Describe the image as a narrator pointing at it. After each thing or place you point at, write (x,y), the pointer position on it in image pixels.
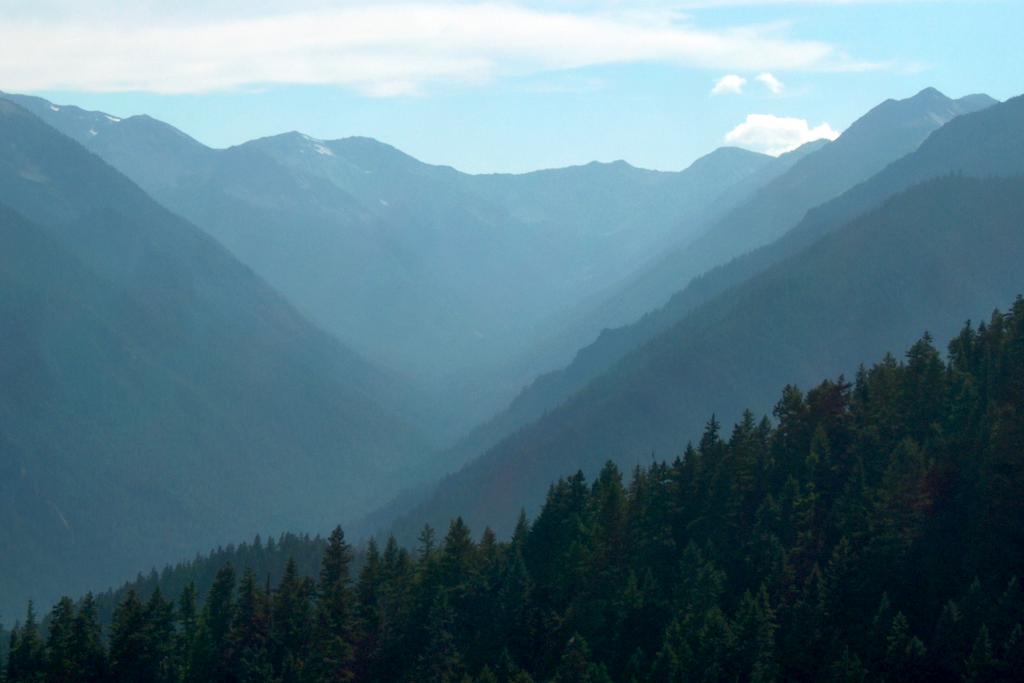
In the background (812,97) we can see the sky (721,112) and clouds (238,0). In this picture we can see the hills (409,283). At the bottom portion of the picture (656,577) we can see the trees (528,609).
